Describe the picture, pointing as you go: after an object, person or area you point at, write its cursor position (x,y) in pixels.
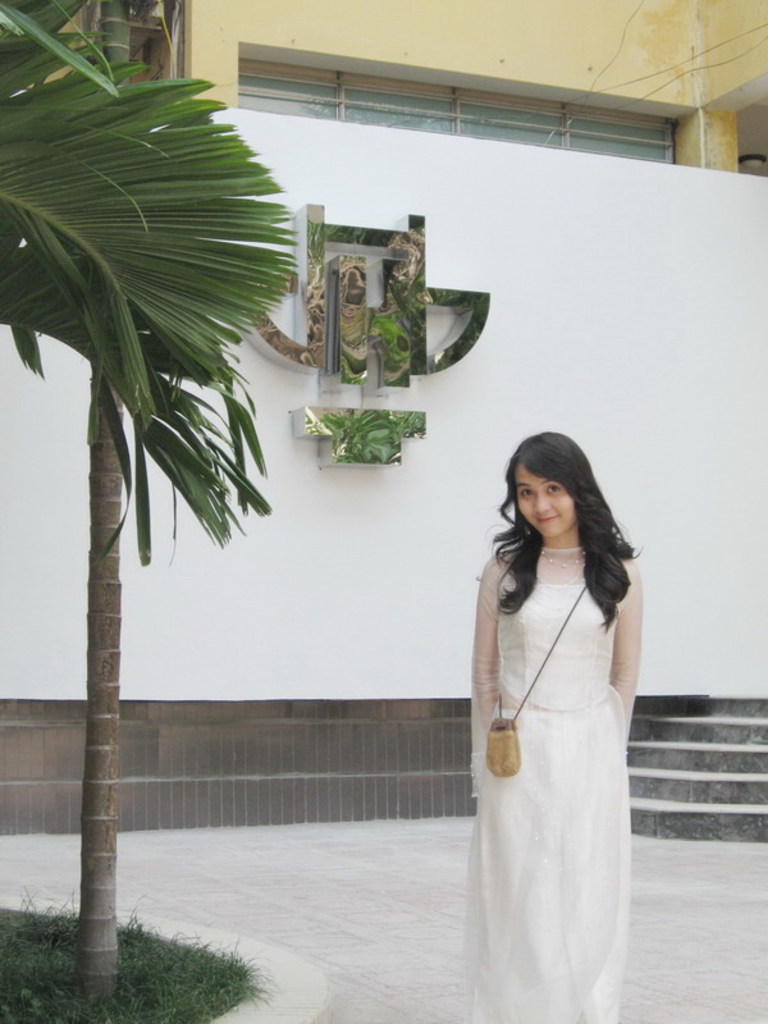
In this picture I can see a woman (523,777) is standing on the ground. The woman (541,788) is wearing white color dress (533,801) and smiling. In the background (541,357) I can see steps (686,761) and white color wall (579,293) on which I can see an object (440,311) attached to it. On the left side (31,297) I can see trees (111,495) and grass (149,958).
